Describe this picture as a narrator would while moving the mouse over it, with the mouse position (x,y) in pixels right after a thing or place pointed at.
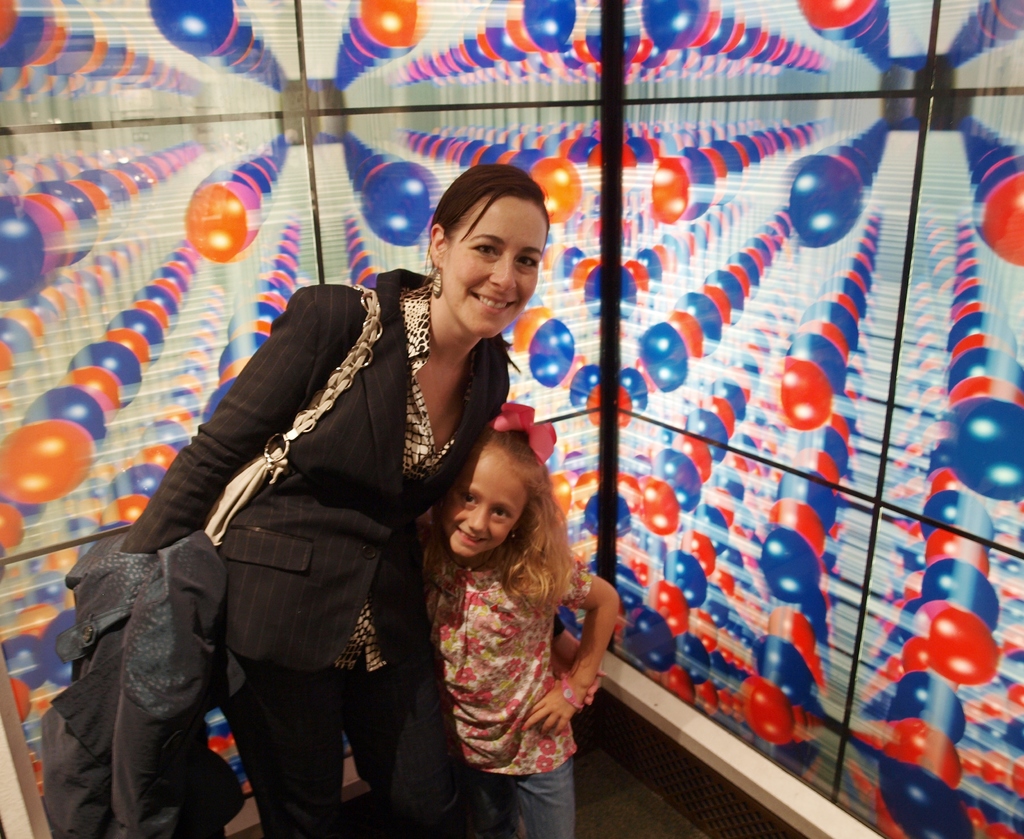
This woman (374,525) and girl (508,566) are standing and smiling. Background (940,240) there is a colorful wall (669,229).
